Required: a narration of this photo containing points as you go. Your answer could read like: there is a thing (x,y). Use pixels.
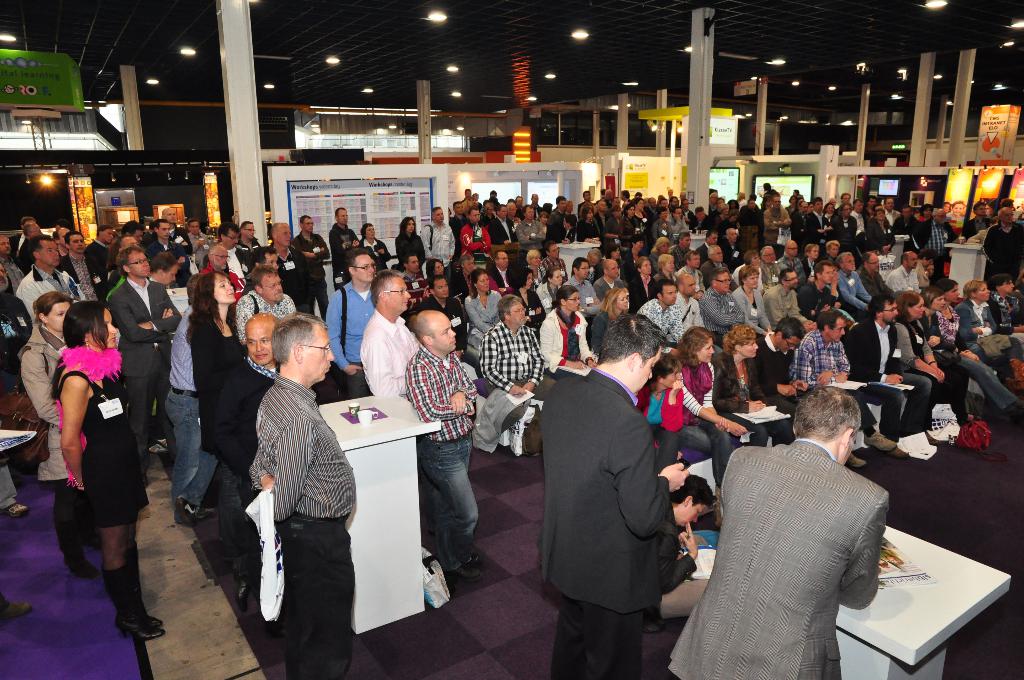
In this image there are a group of people (356,396) some of them are sitting and some of them are standing, and also there are some podiums (379,454). On the podium (941,593) there are some papers (891,561) and cups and also in the background (702,113) there are some pillars (915,150), lights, glass doors (582,114) and some other objects (282,177). At the bottom (193,600) there is a floor (43,610) and on the floor (43,610) there is a carpet (221,576), at the top of the image (202,38) there is ceiling (344,40) and some lights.
